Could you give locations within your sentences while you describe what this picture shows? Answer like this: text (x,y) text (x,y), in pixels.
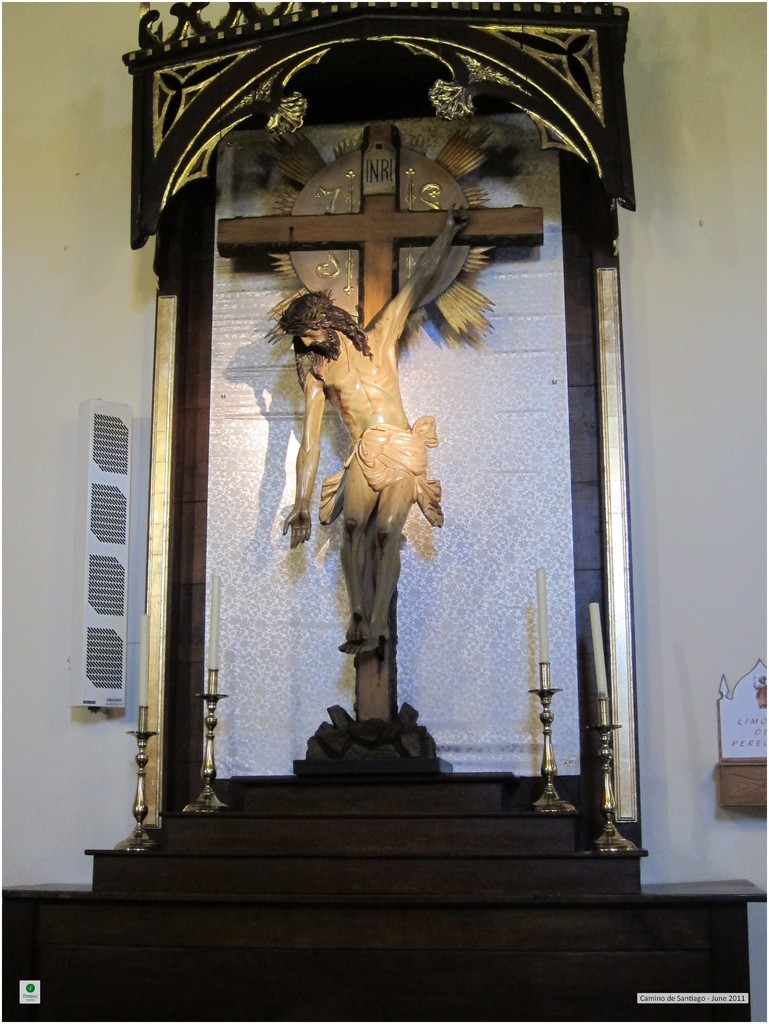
In this picture, we see a crucifix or the statue of the Jesus (345,427) is placed on the brown color table (436,903). Behind that, we see a white board (734,757) with text (734,736) written on it is placed on a white wall (137,390) and we even see a white box (115,423) is placed on the white wall (60,343). This picture might be clicked in the church (342,704).
